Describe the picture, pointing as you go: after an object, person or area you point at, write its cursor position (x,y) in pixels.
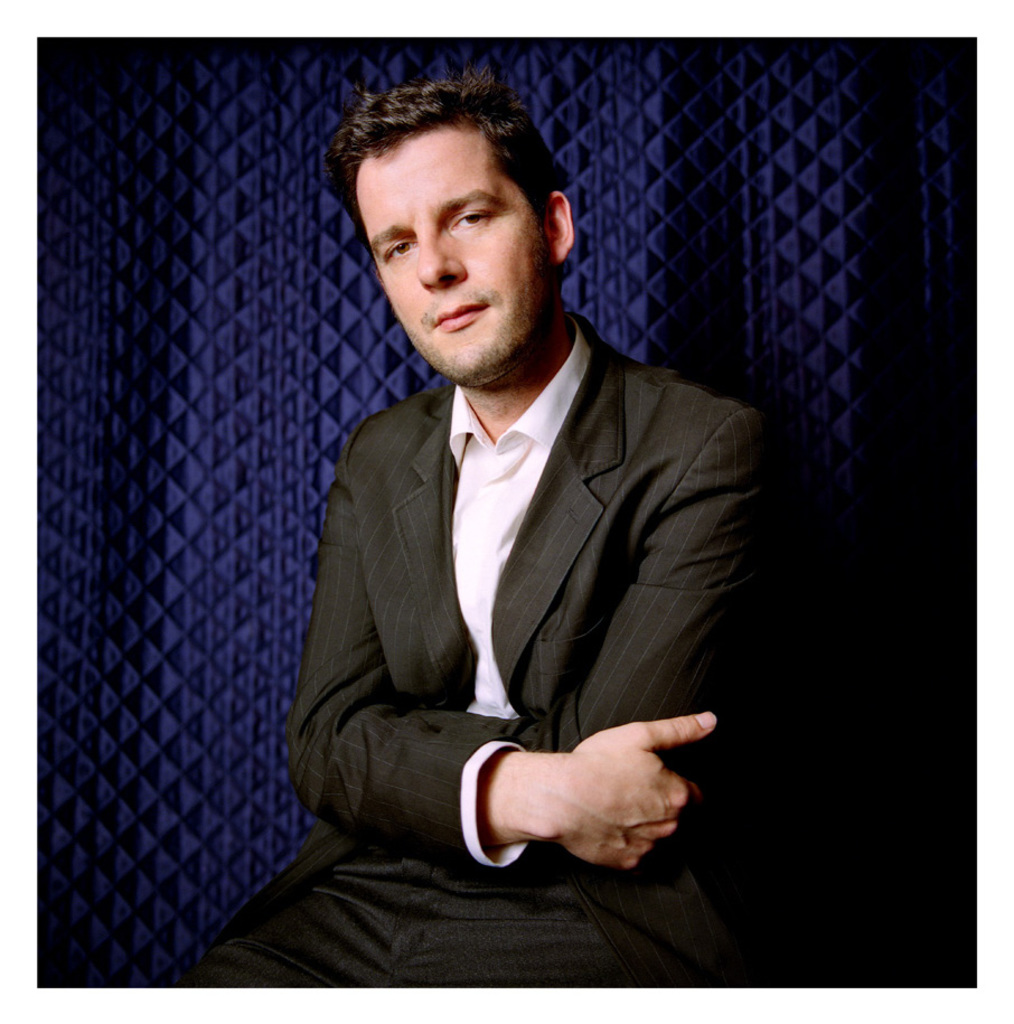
In this image I can see the person (432,688) wearing the white and black color dress (463,666). I can see the purple color background (148,740).
